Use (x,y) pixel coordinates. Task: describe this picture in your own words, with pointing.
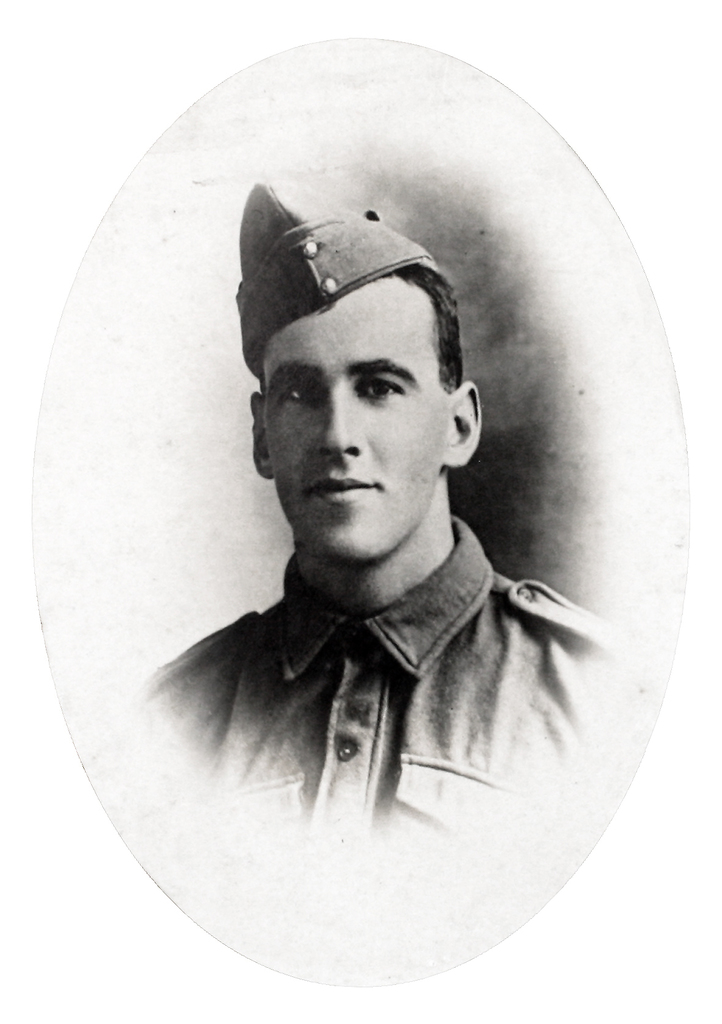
In this picture we can see a photo of a man (200,645). In the background of the image (630,642) it is white.
